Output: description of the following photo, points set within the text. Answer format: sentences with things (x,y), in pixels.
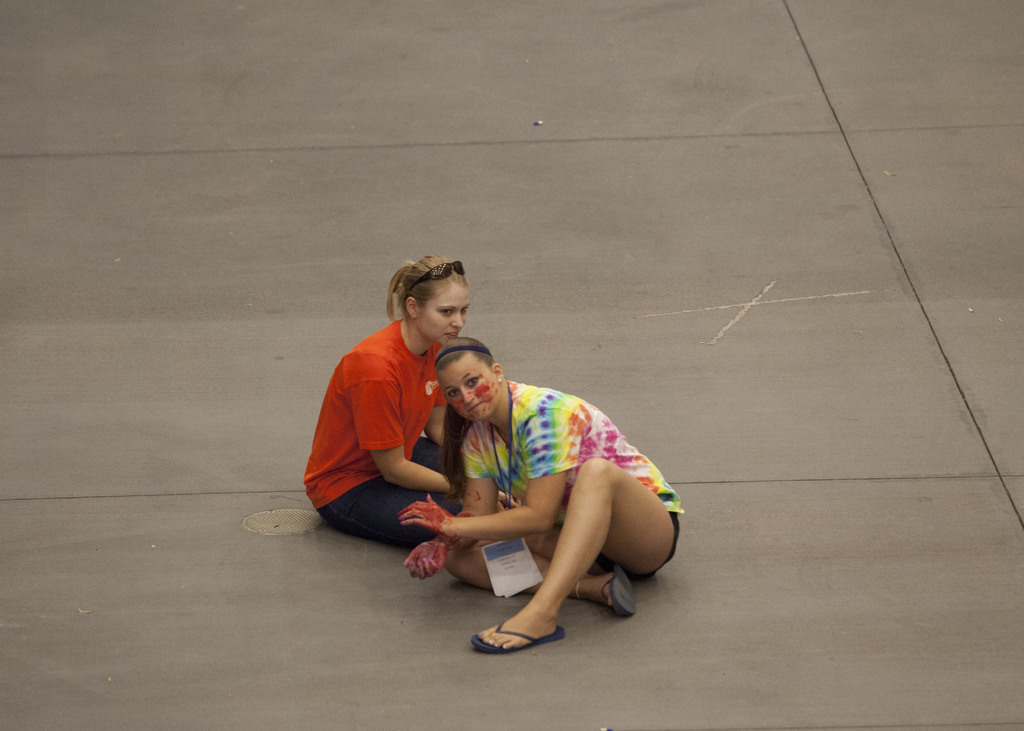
In the image I can see two persons (479,484) are sitting on the ground (462,598) among them the woman (445,316) on the left side (336,453) is wearing orange color t-shirt (376,408) and black color glasses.
